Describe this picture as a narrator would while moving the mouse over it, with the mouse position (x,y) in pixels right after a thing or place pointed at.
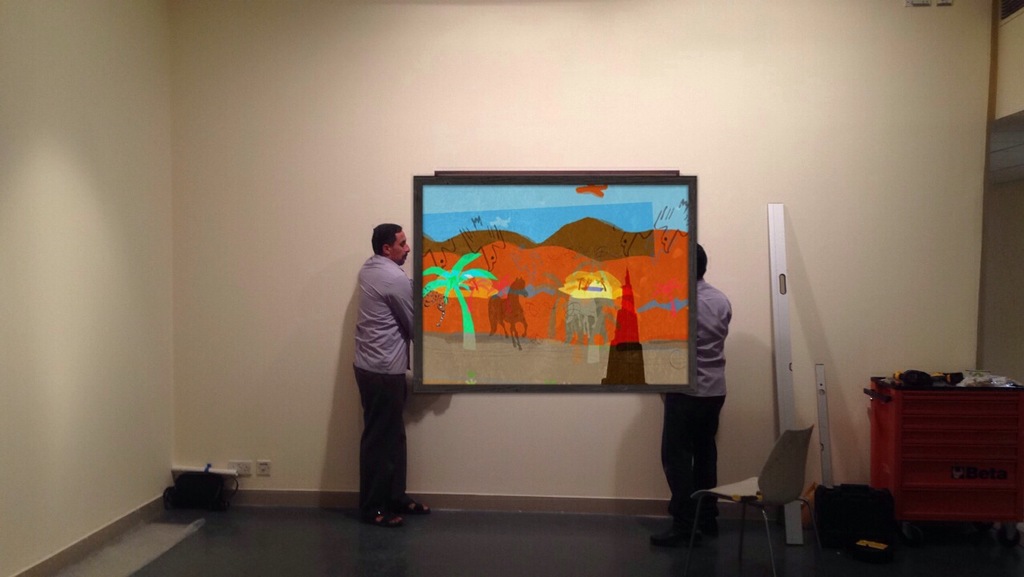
In the center of the image (595,323) we can see a photo frame (606,309) and two persons (381,312) are standing on the floor (646,540). To the right side of the image (779,479) we can see metal poles (785,375), chair (765,490) and a container (943,505) placed on the floor (809,557). In the background (636,492), we can see the wall (261,236).
